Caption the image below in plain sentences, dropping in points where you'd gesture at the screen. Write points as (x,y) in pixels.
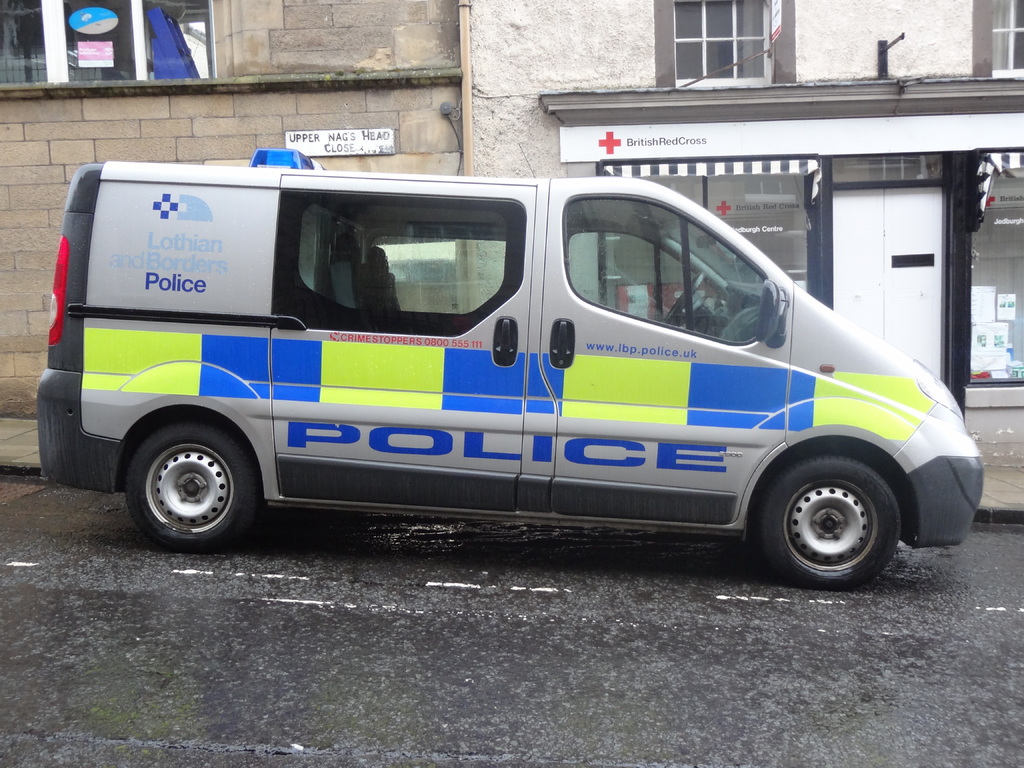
In this image there is a car (348,331) parked on the road (1010,539). Behind the car (250,452) there is a walkway (4,441). There is text (200,265) on the car (408,396). Beside the walkway (991,495) there are buildings (369,78). There are glass windows (799,190) to the building (869,221). To the right (788,131) there is a text (657,138) with board (719,137) on the buildings (343,125). At the bottom (292,564) there is a road (215,661).
